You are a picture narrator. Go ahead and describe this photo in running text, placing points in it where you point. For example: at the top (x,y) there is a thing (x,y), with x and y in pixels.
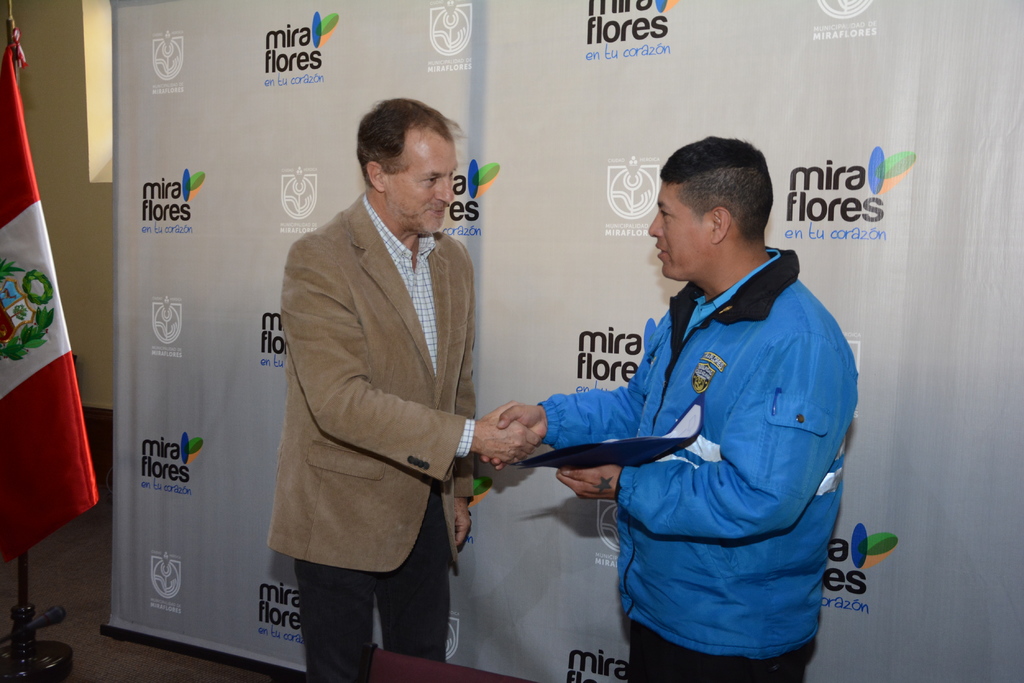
In this image we can see two persons (401,304) standing and facing towards each other, the person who wears the blue color shirt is holding some object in his hands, behind them there is a banner (600,163) with some text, we can see a flag (49,423) to the stand (15,619).
